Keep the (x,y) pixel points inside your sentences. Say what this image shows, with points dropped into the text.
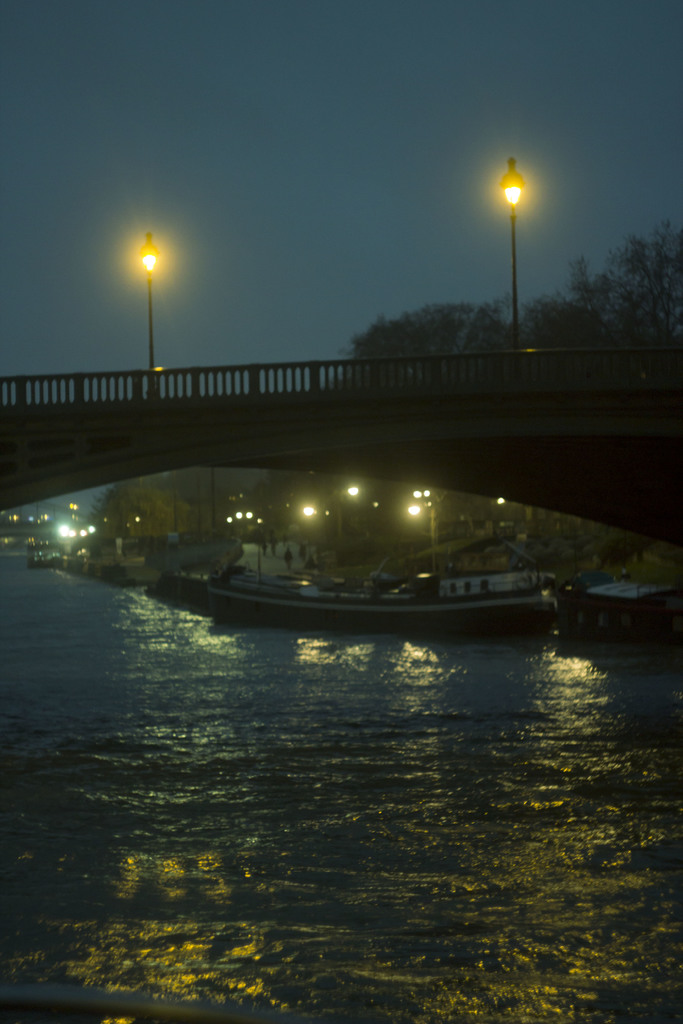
In this image, we can see a bridge (547,496), poles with light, trees (579,325), boats (268,600), road (275,560). At the bottom (514,732), we can see the water (365,841). Background (350,192) there is a clear sky (325,184).
